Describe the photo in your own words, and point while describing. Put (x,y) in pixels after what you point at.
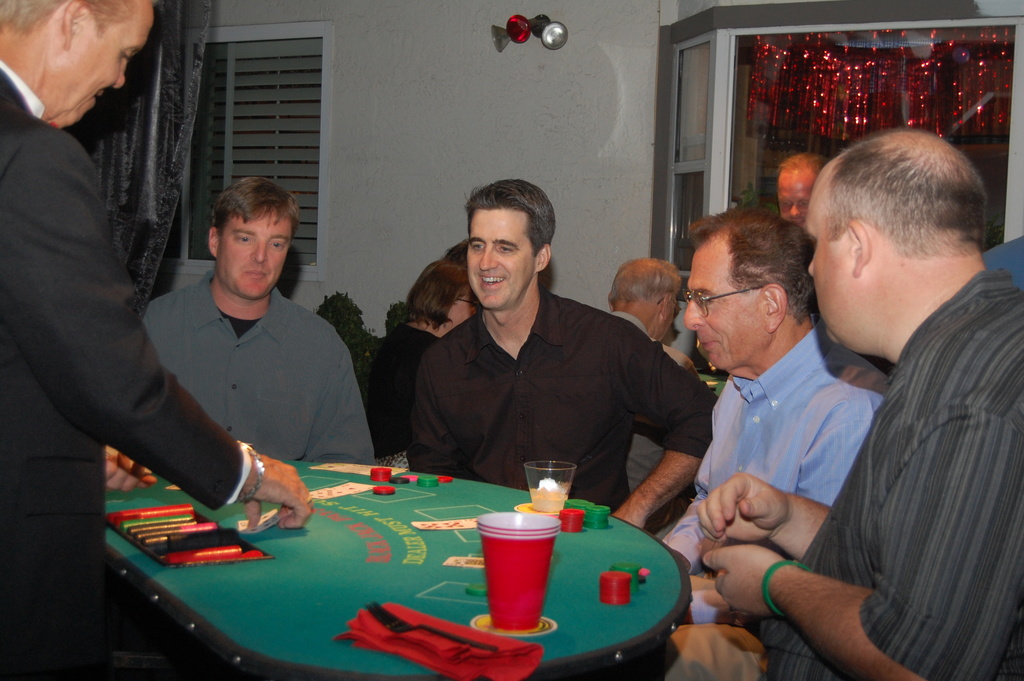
In this picture we can see four people (218,377) sitting on the chairs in front of the table (382,575) on which there are some glasses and some coins (185,529) of a game.
